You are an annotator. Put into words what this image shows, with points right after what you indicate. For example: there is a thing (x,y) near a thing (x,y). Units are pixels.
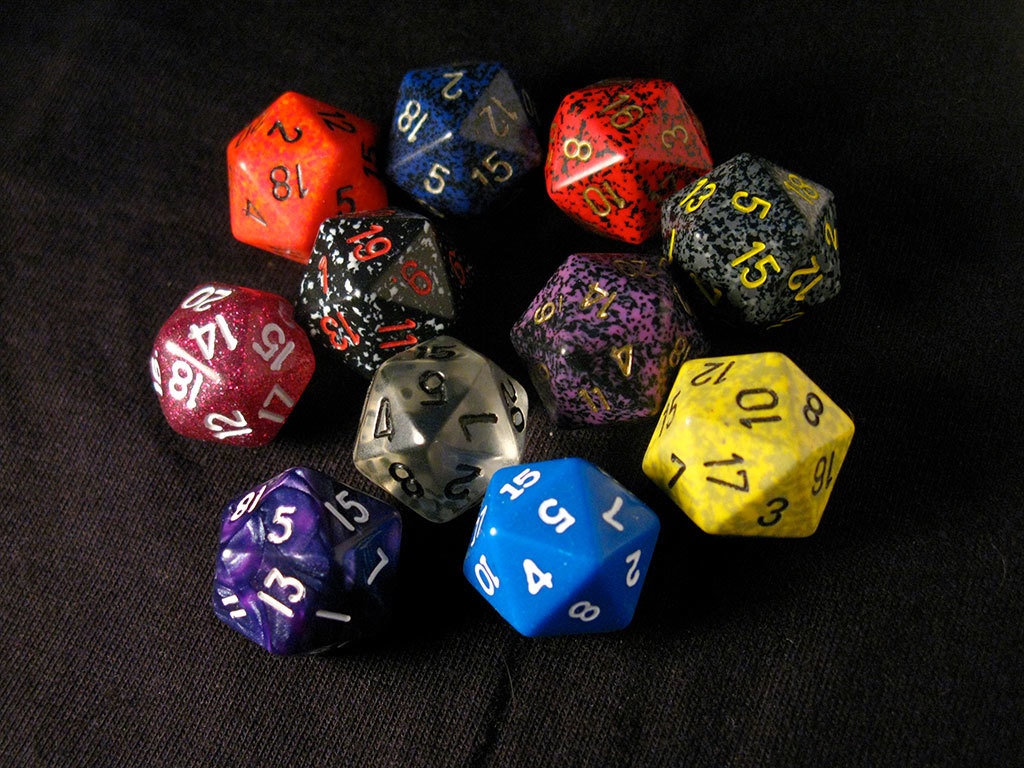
In this image I can see many colorful dice (473,390). These are on the black color surface (441,697).
